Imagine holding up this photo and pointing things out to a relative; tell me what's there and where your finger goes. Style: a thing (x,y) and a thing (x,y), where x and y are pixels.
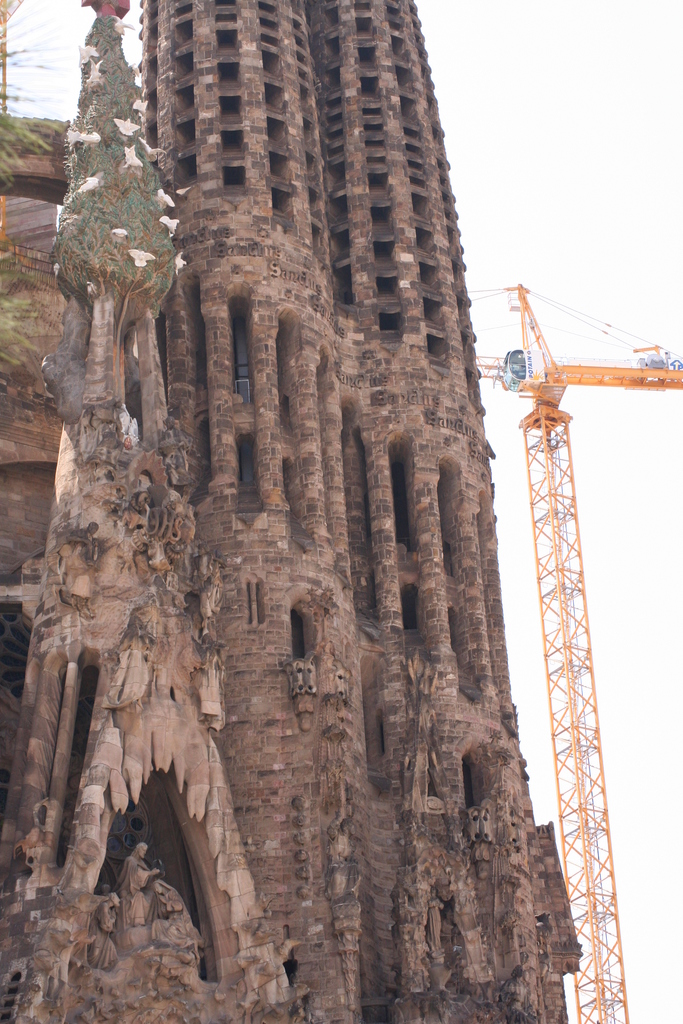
In the image in the center, we can see one crane (559,536), building (267,745), pillars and some sculptures (104,952).
